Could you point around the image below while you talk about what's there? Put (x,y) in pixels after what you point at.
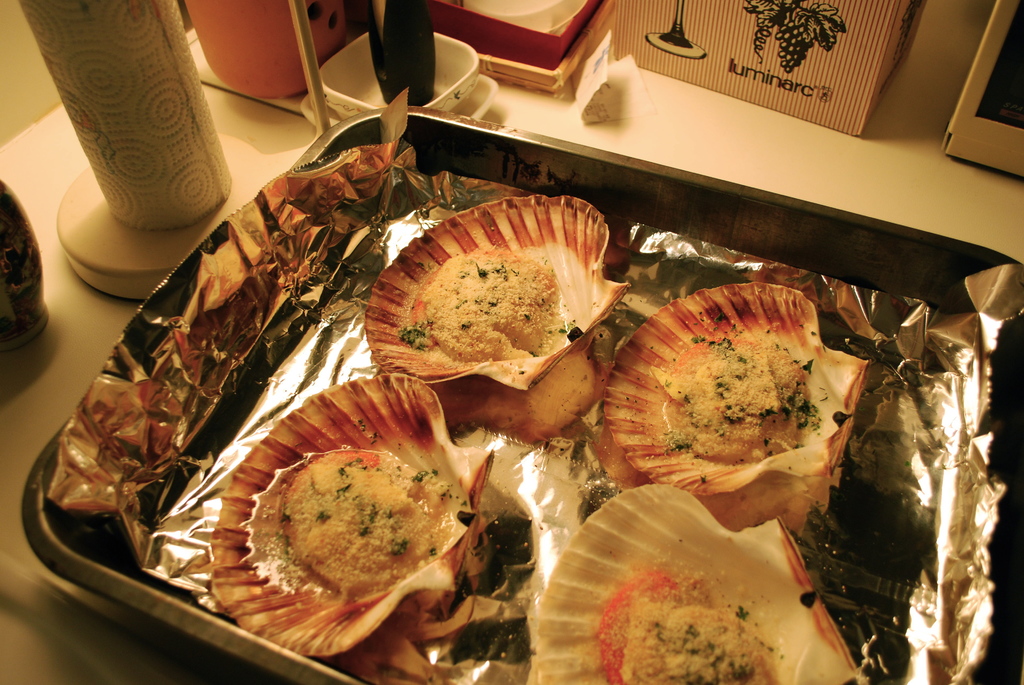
As we can see in the image there is a table (55,248). On table (6,373) there are bowls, boxes (817,36) and a tray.
